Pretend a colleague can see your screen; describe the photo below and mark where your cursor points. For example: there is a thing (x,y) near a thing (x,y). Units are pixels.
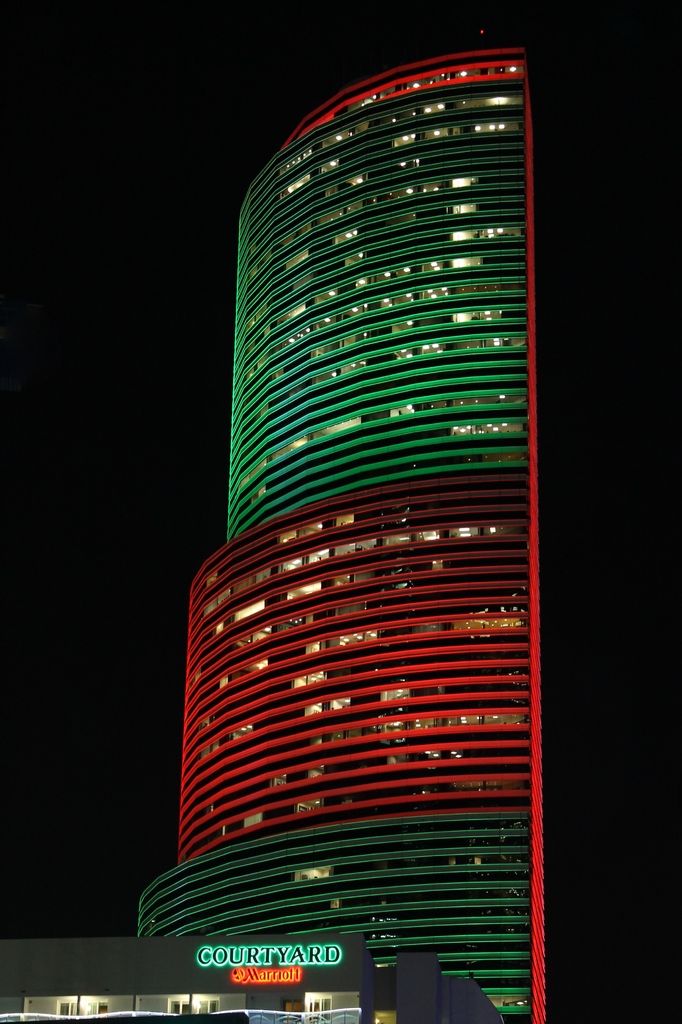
In this image there is a building (373,655) with lights (373,655), at the bottom of the image (222,959) on the building (251,967) there is a name (258,976).
